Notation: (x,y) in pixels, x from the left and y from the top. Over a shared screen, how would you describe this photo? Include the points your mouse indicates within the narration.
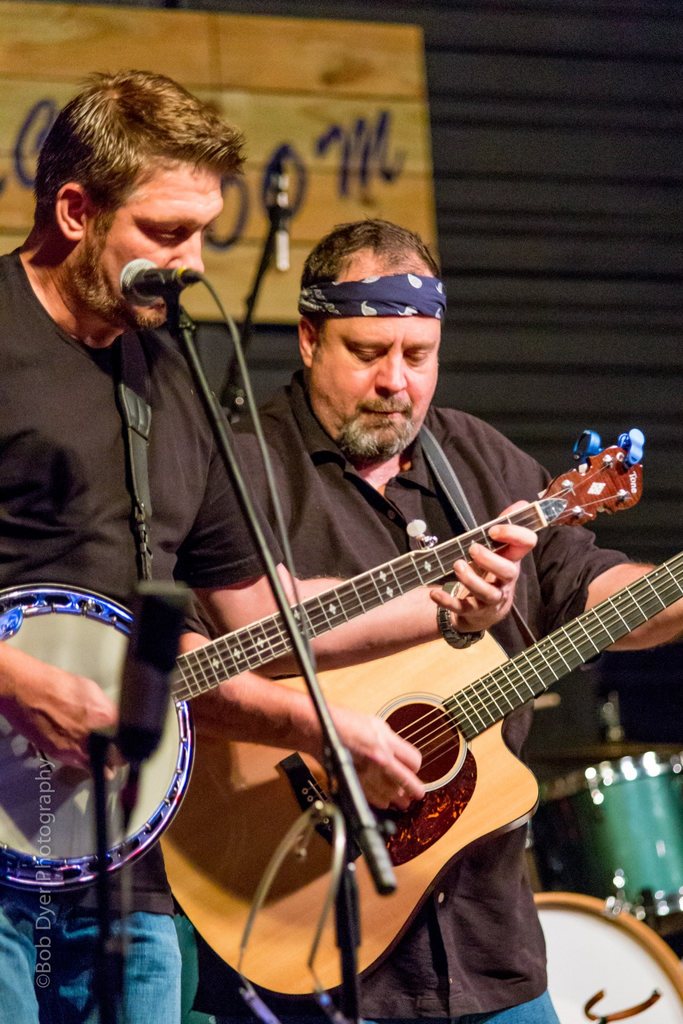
In this picture we can see two men (305,464) holding a banjo (423,546) and a guitar (606,611) in their hands (479,611) and playing it and singing on mic (174,274) and in the background (616,802) we can see drums (587,766), wall (534,230), banner (364,166).
